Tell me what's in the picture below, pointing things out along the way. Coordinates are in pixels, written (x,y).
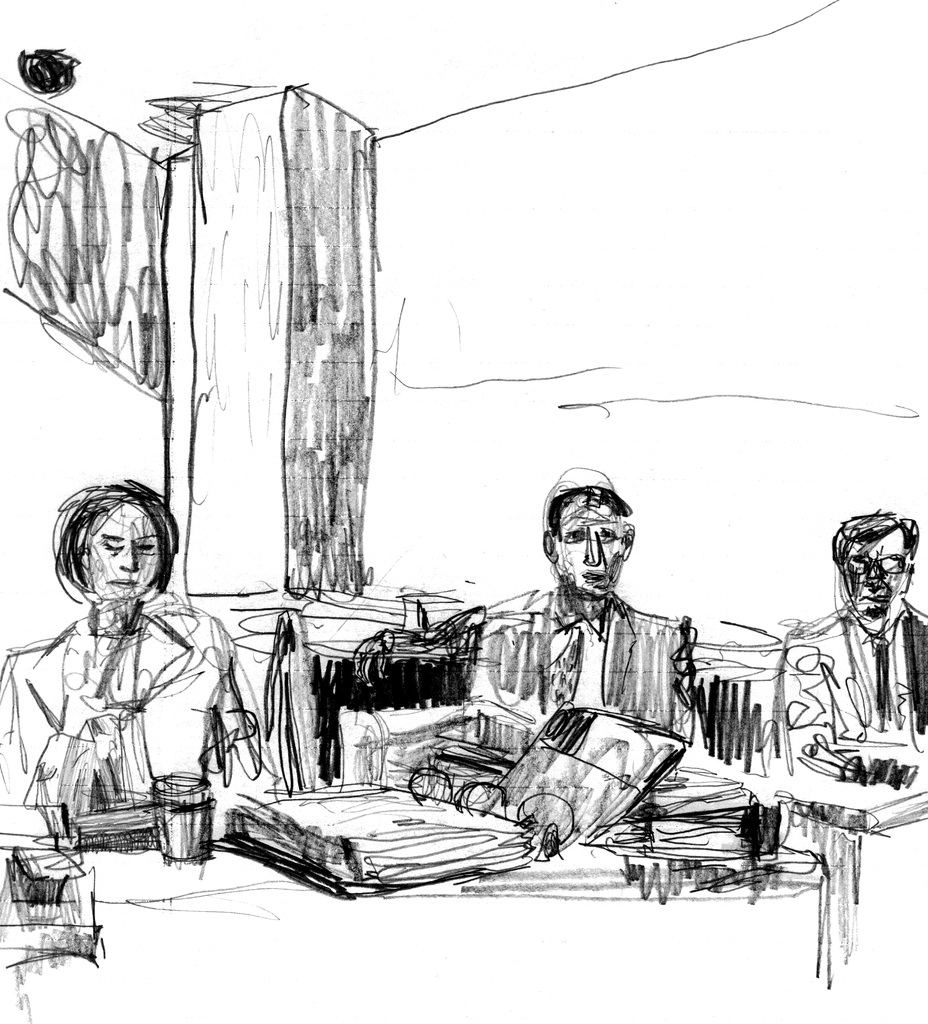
In the picture we can see a drawing of three people (68,548) sitting on the chairs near the table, on the table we can see some files (714,832) and glass (174,796) and behind them we can see a pillar (356,434) near the wall (413,312).
